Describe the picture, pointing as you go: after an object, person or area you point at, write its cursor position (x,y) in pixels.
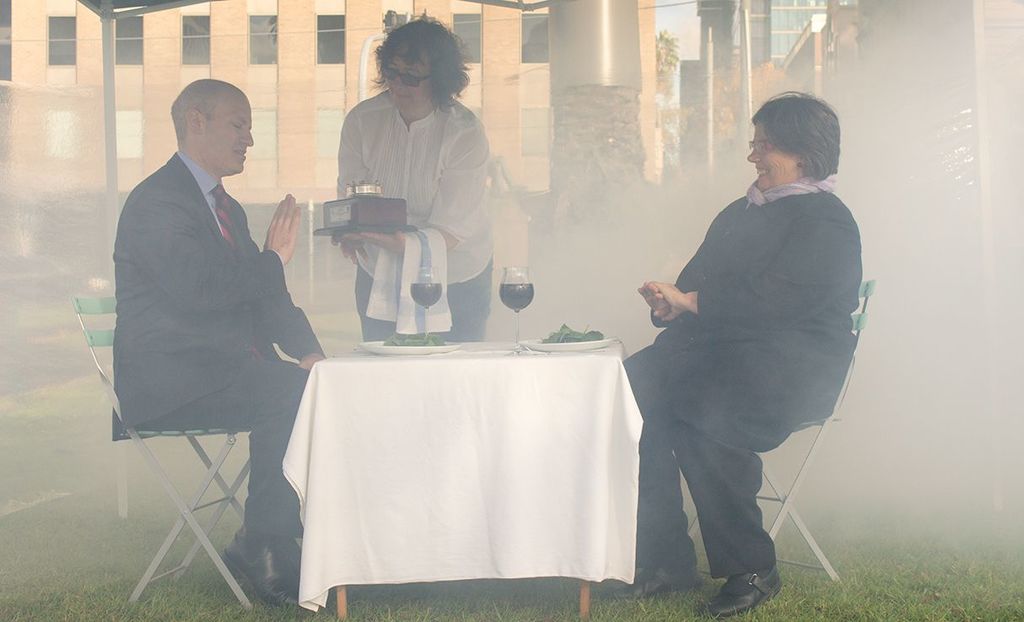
In this image I can see three people (727,369). Among them two people (757,350) are sitting in front of the table (403,365). On the table (523,365) there are plates (563,344) and the glasses (509,293). At the back (216,51) there is a building (652,84).
